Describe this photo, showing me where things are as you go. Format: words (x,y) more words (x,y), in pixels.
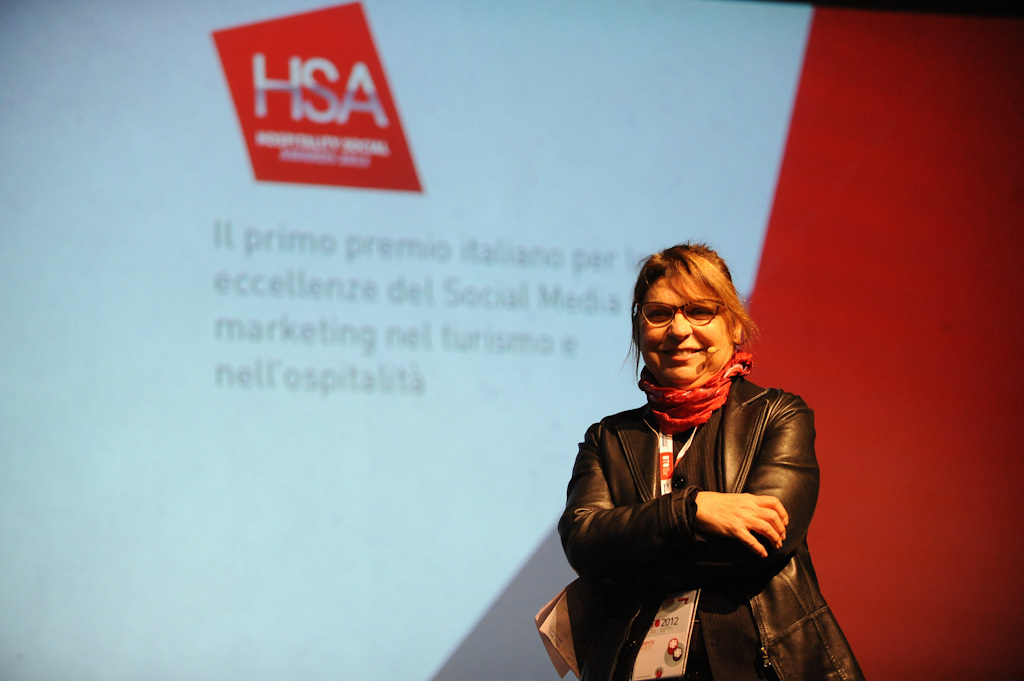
In this image in front (781,513) there is a person (705,593) and she is smiling. Behind her there is a screen (400,336).
